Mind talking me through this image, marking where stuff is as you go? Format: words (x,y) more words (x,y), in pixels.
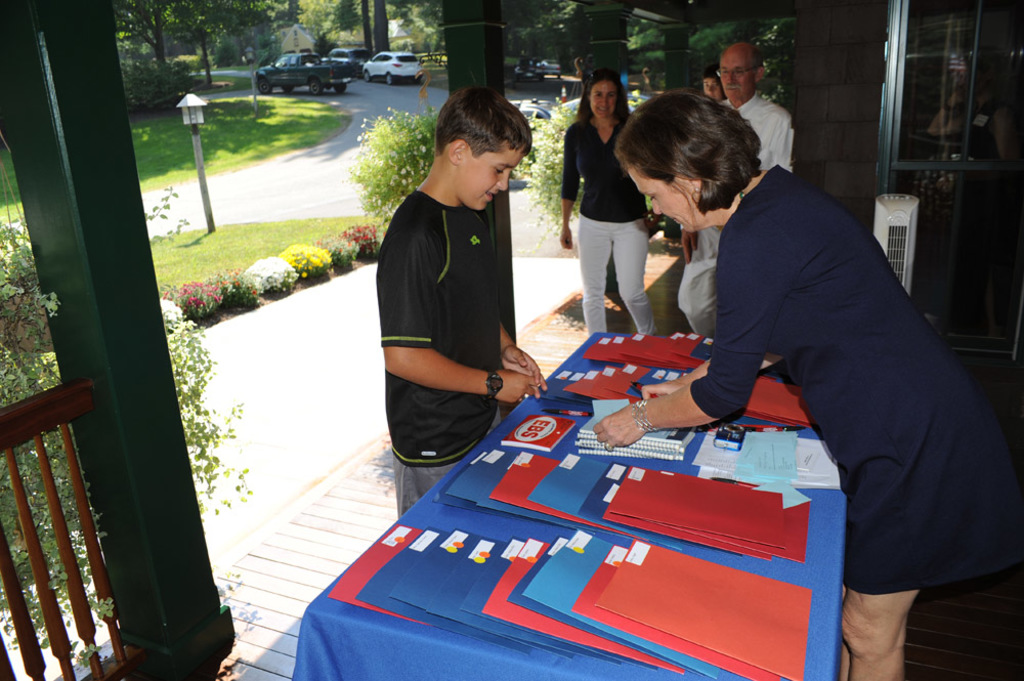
In this image there are group of persons (599,244) and at the background of the image (538,193) there are cars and trees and at the right side of the image (852,627) there is a person (702,414) who is selling the books (641,497).
